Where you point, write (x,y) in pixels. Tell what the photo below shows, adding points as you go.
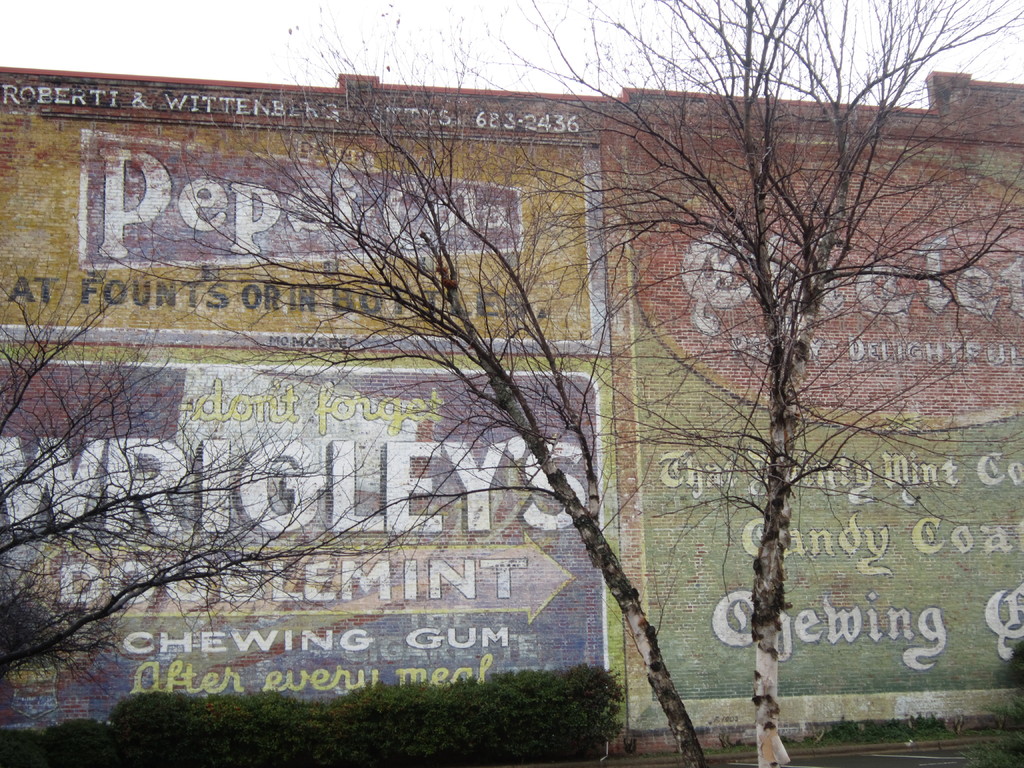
This image is taken outdoors. At the top of the image (349,62) there is the sky (903,55). In the background (364,406) there is a wall (684,296) with paintings (656,477) and there is a text (689,465) on the wall (665,249). In the middle of the image (503,383) there are two trees (594,524) and there are a few plants (537,699) on the ground (805,750).
